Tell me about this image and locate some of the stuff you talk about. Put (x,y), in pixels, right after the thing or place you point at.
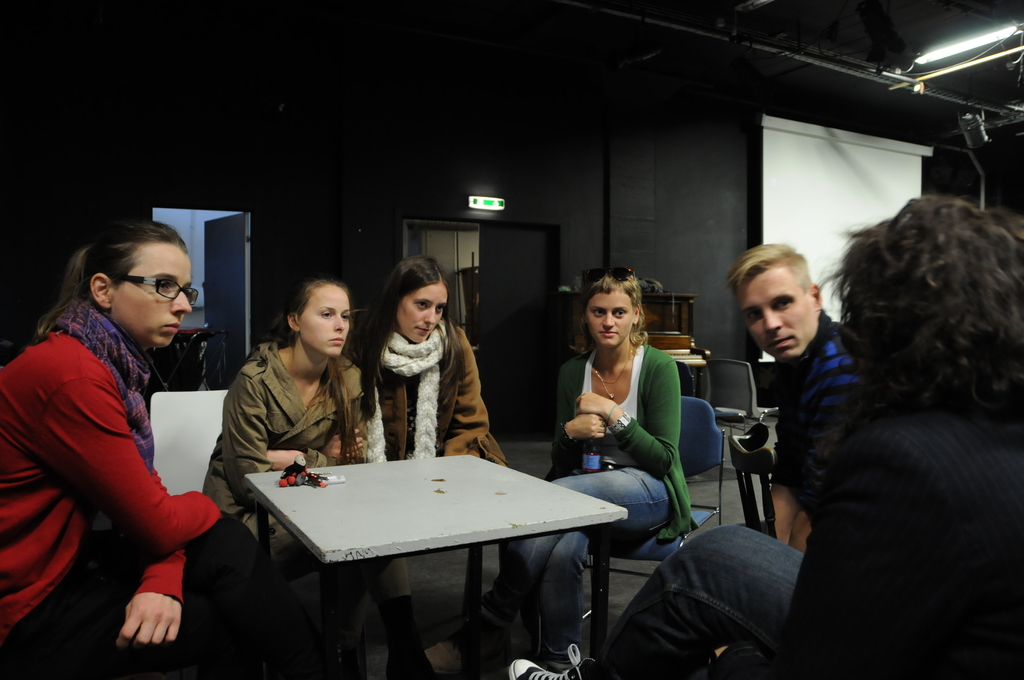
The picture is taken in a closed room (569,381) in which six people (876,490) are sitting on their chairs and between them there is a table (387,488) and behind the people (461,419) there is a big wall (724,242) with two doors (527,292) and one big screen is present and in the middle of the picture (631,345) one woman (672,415) is wearing a green coat (662,459) and holding a bottle (592,465), behind her there is a wooden piano (679,356) is present.
